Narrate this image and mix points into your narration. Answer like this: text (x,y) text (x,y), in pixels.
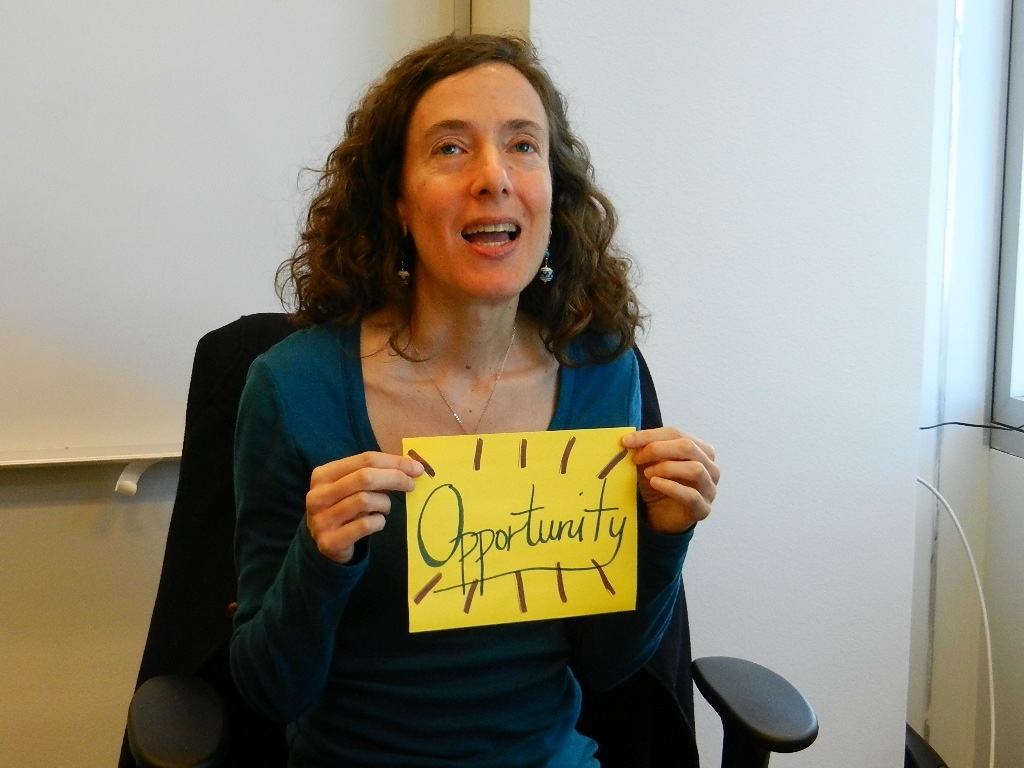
A woman (384,479) is sitting on the chair (199,686) holding paper (565,542), this is yellow color.
